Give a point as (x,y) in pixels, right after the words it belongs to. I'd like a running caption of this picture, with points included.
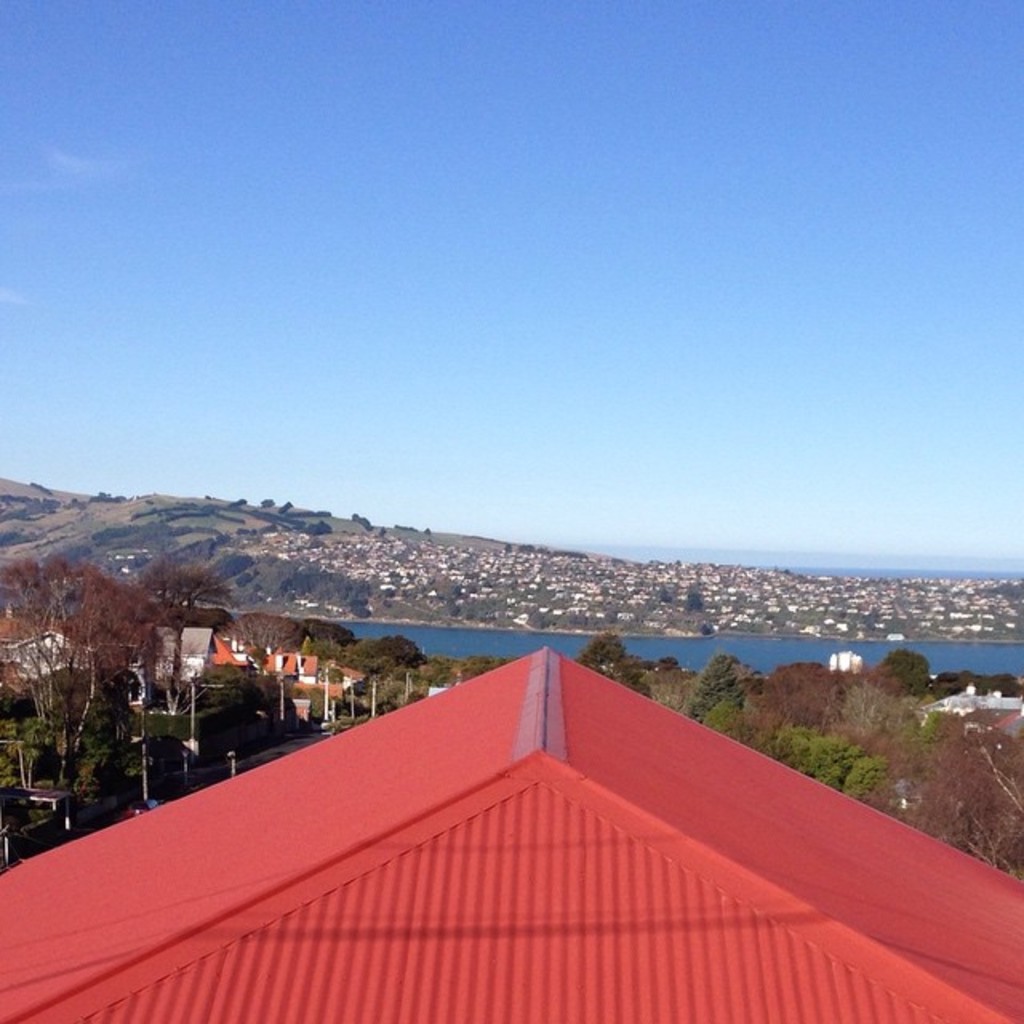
In this image, I can see trees (255,631), buildings (291,671), a hill (464,546) and water (766,643). At the bottom of the image (592,819), I can see the roof (592,832). In the background (589,400), there is the sky (755,325).
